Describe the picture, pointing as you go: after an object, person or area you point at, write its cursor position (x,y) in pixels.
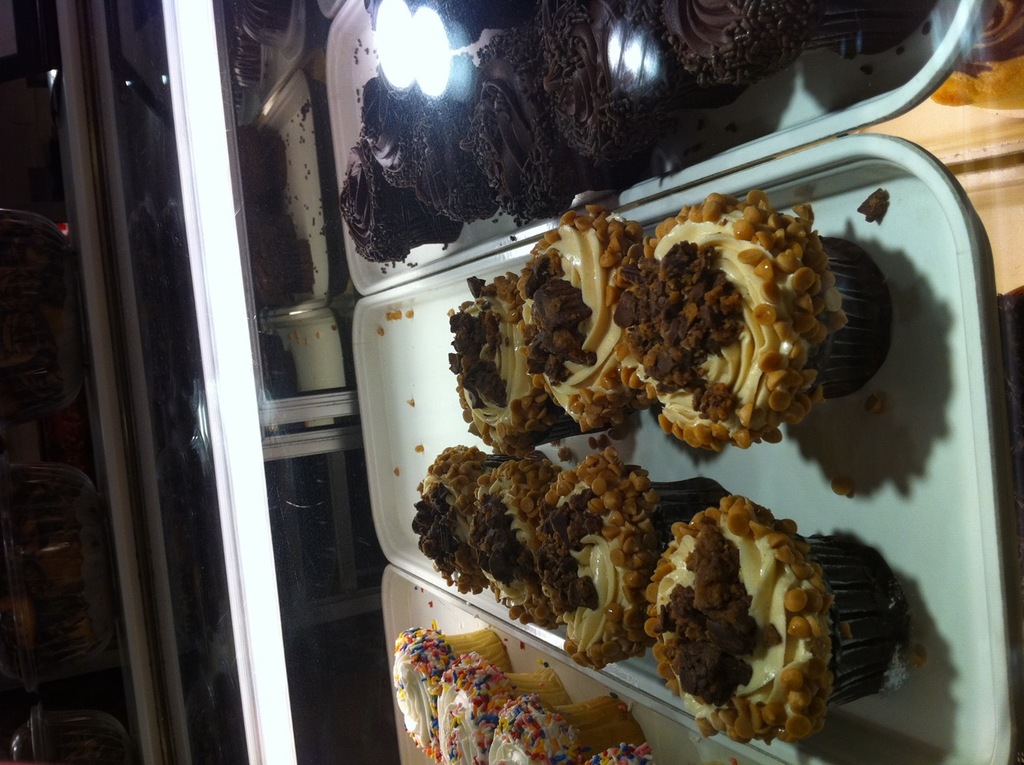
In this image we can see many cupcakes (471,342) are kept on the trays (952,387) which are placed in the glass shelf (969,131). The background of the image (6,543) is dark.
